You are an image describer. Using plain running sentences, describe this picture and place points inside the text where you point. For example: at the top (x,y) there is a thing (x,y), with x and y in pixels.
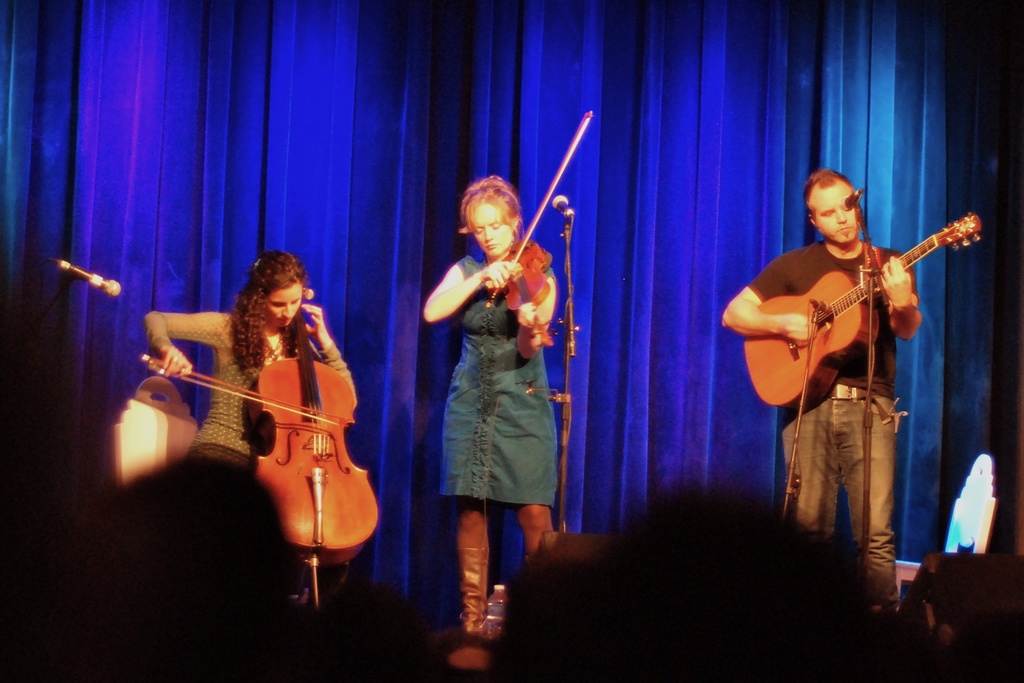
In this image, in the middle (488,454) there is a woman (504,419) standing and holding a violin (534,292) which is in brown color, in the right side (861,430) there is a man (854,409) standing and holding a guitar (862,334) which is in brown color, he is singing in the microphone (849,208) which is in black color, in the left side (232,445) there is a girl (243,454) sitting and holding a cello (272,381) which is in brown color, she is playing the cello (304,427), in the background (167,147) there is a blue color curtain (292,133).
